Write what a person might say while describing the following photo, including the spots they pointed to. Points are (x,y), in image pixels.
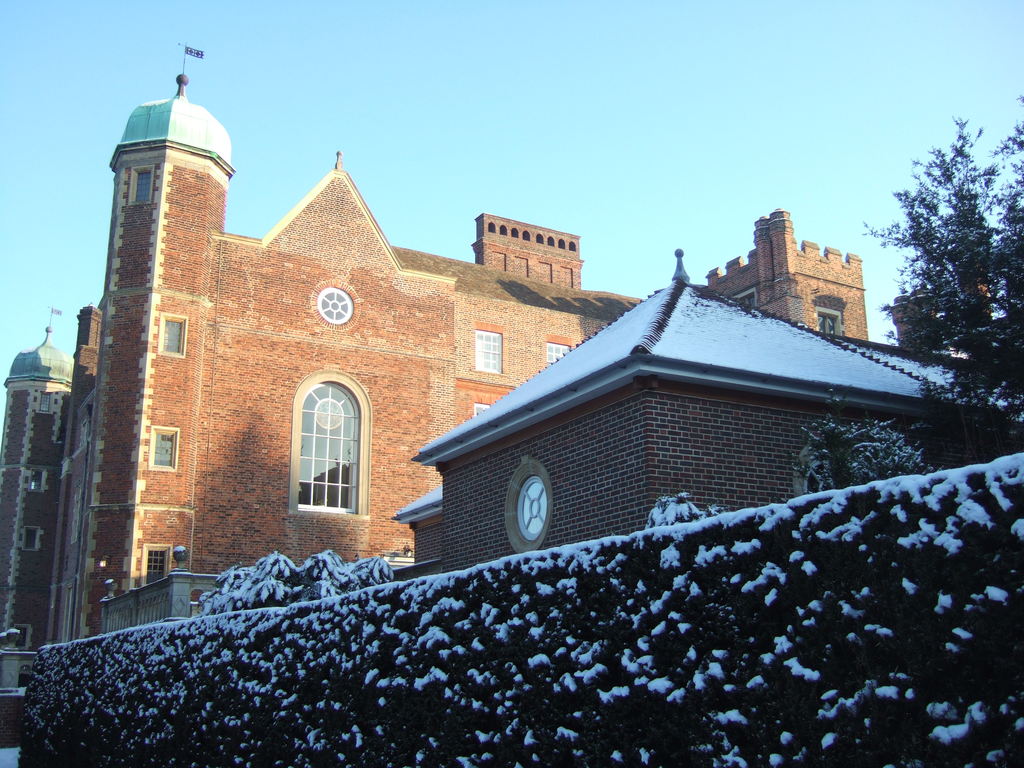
In this image there is a big building (146,514) with glass windows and flag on the top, beside that there is another small building (571,502) and plants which are covered with snow (358,574), behind the building (461,544) there is a tree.
